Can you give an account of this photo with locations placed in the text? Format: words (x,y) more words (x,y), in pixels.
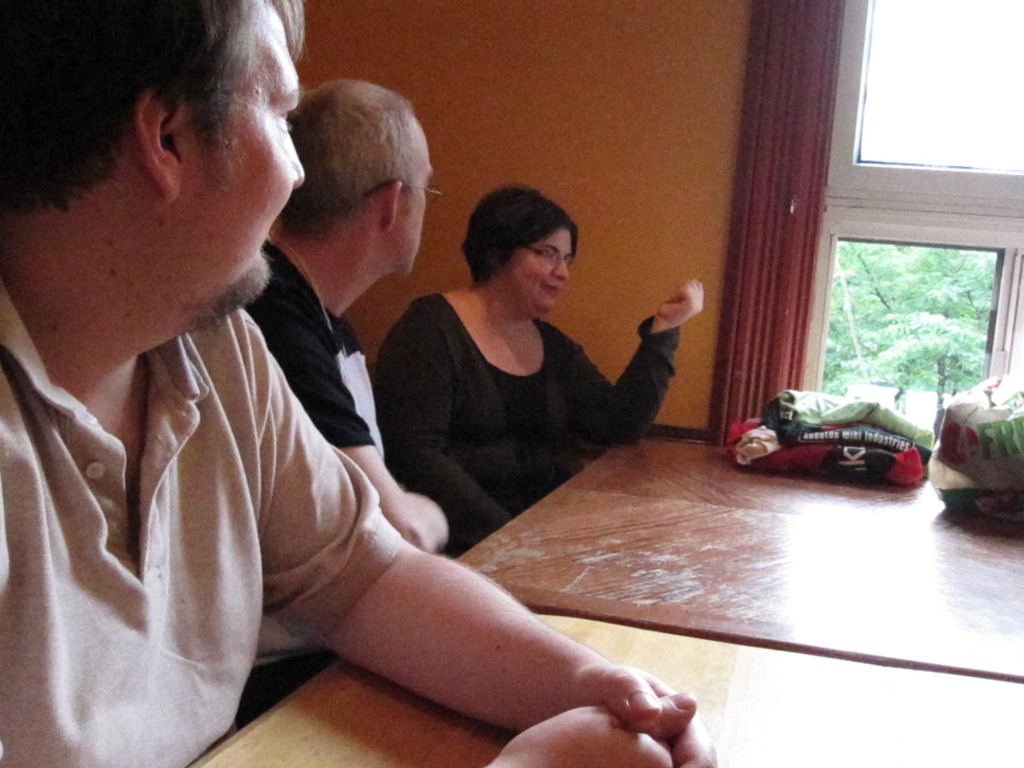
In this picture there are two men (315,421) and one lady (482,399) is sitting. To the left side (116,453) there is a man (84,559) with grey t-shirt (140,578) is sitting. Beside him there is another man (324,371) with black t-shirt (325,372) is sitting. And the lady (402,404) with black dress (402,404) is sitting. In front of them there is a table (843,609). On the table (864,533) there are clothes (833,440) and plastic cover (971,435) on it. And to the right top corner (940,147) there is a window (920,193) and an orange color wall (625,122).
